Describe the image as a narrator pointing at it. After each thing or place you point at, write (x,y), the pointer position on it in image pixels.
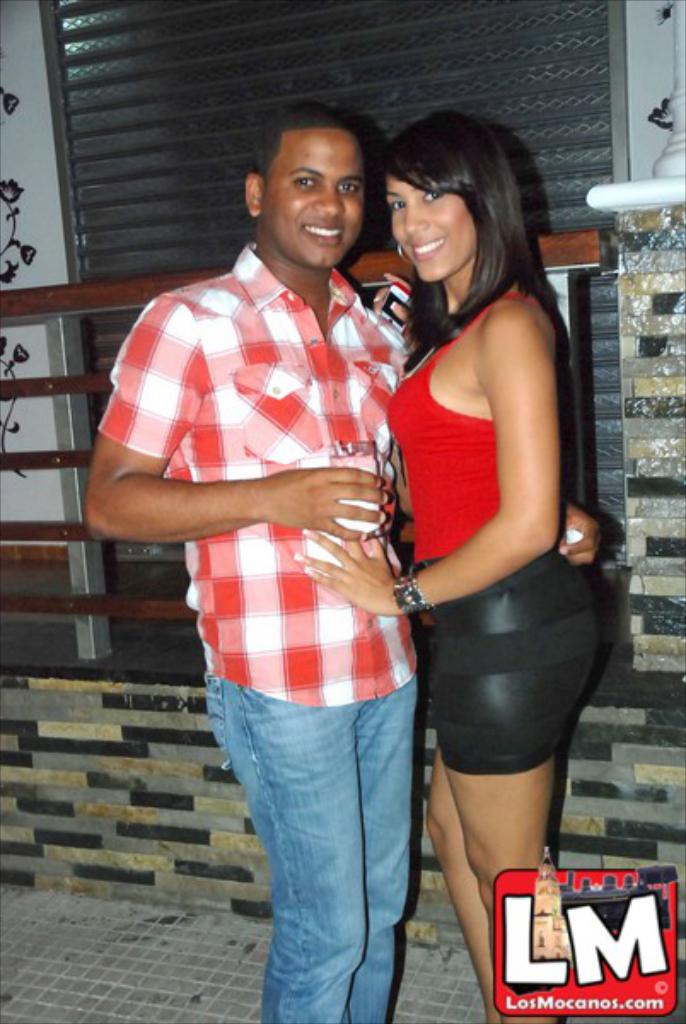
In the background (630,135) we can see the wall (645,129), object (113,190), railings (54,399), pillar (656,544). We can see a woman (424,323) and a man (271,329) giving a pose. She is holding a mobile (398,320) and he is holding a glass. They both are smiling. In the bottom right corner of the picture (547,950) we can see watermark (586,985).
